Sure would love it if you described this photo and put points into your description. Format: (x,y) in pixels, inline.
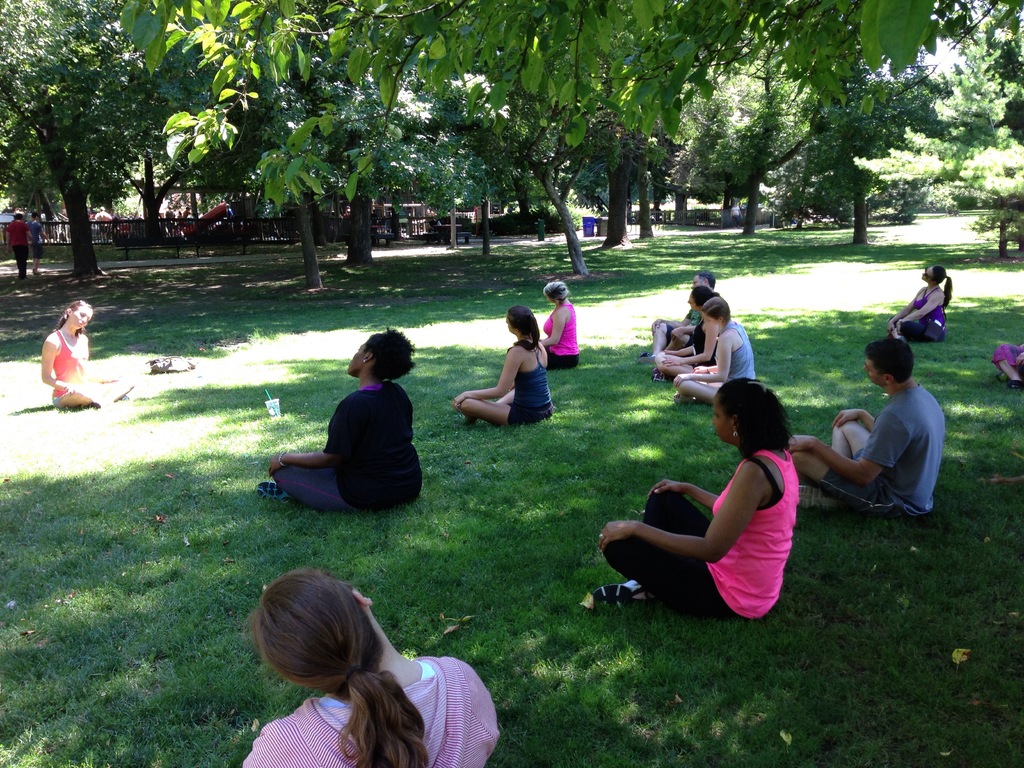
In this picture, we see people (325,743) sitting in the garden (287,701) and are doing yoga. Behind them, we see an iron railing (110,222) and people (188,209) walking on the path (198,259). In the background (591,186), there are trees (423,167) and a building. We even see garbage bin (591,221) in blue color. This picture is clicked in the garden (480,281).
